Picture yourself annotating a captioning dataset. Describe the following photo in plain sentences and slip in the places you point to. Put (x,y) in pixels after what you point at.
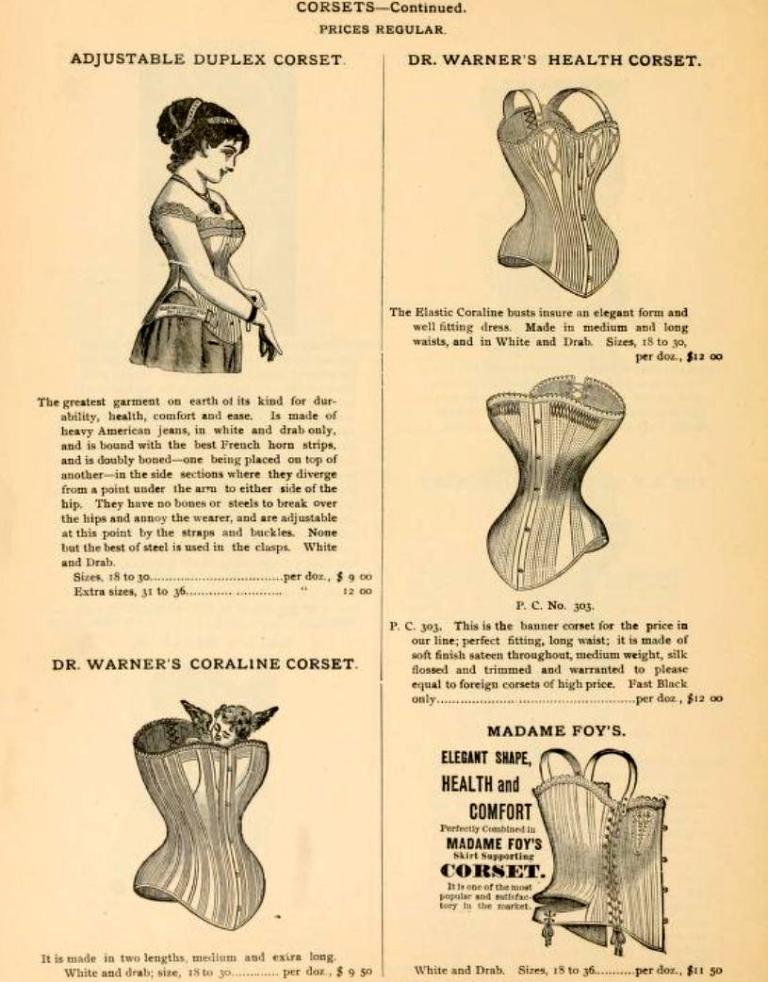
As we can see in the image there is a paper (181,498). On paper (233,438) there is a woman (192,338) and something written (267,492).
